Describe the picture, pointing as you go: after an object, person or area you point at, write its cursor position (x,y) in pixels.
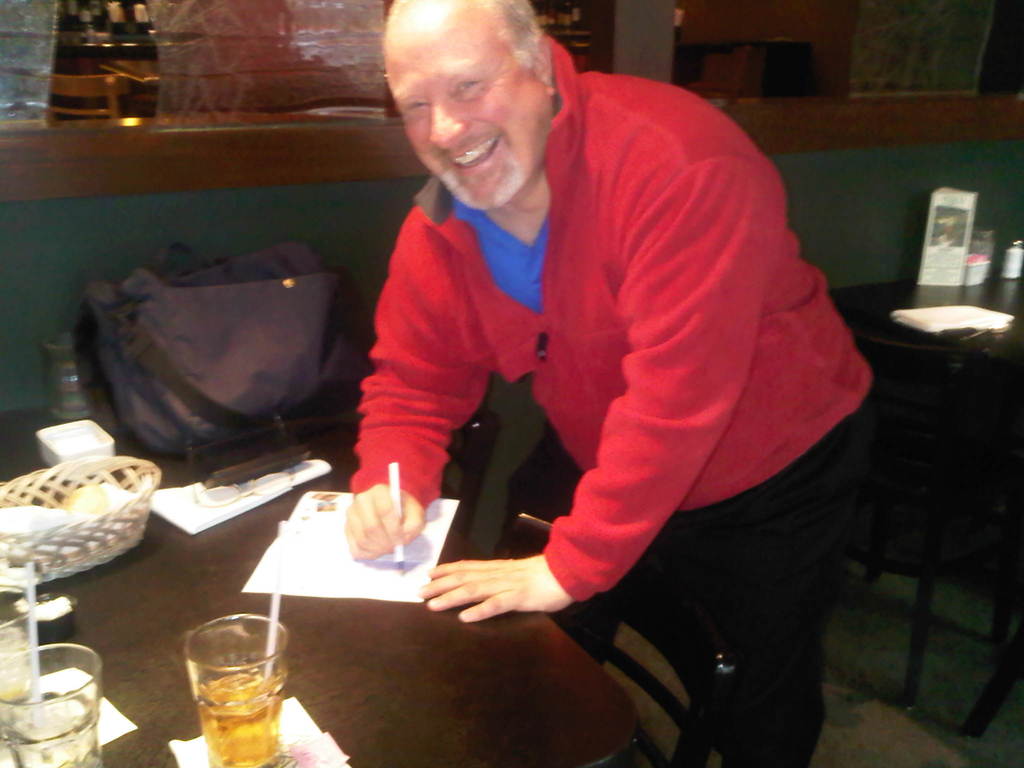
As we can see in the image there are chairs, tables (315,711) and a man (676,419) standing over here. On table (295,606) there is a paper (255,571), basket (109,525) and glasses (94,705).
